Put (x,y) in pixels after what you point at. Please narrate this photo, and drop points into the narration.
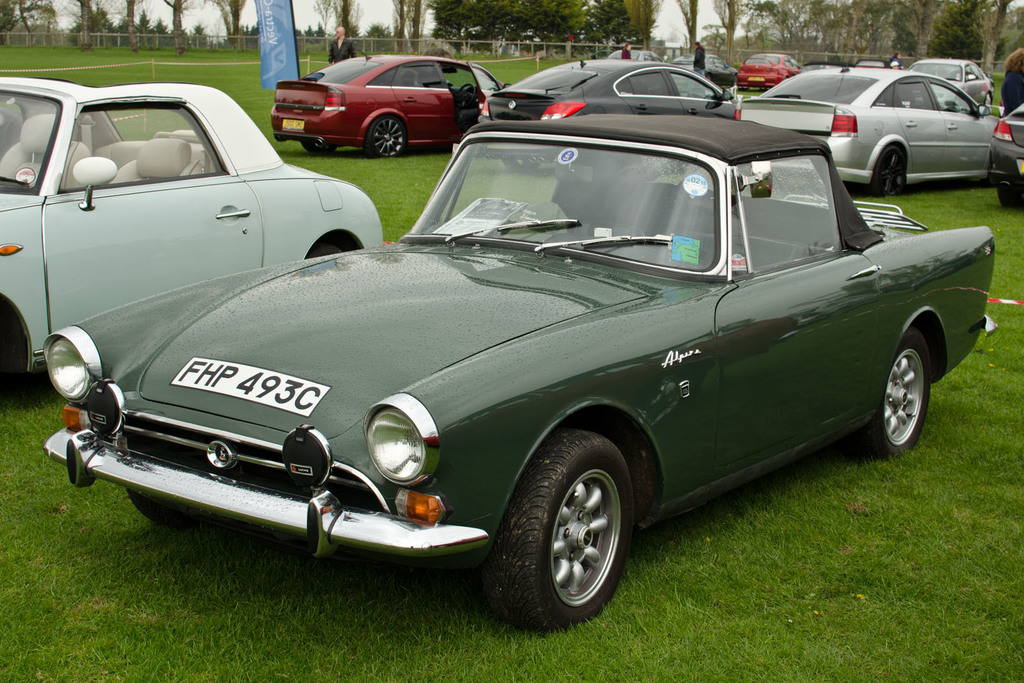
In this image I can see cars (450,283), banner (291,49) and the grass (254,103). In the background (384,40) I can see fence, trees (473,31) and people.
